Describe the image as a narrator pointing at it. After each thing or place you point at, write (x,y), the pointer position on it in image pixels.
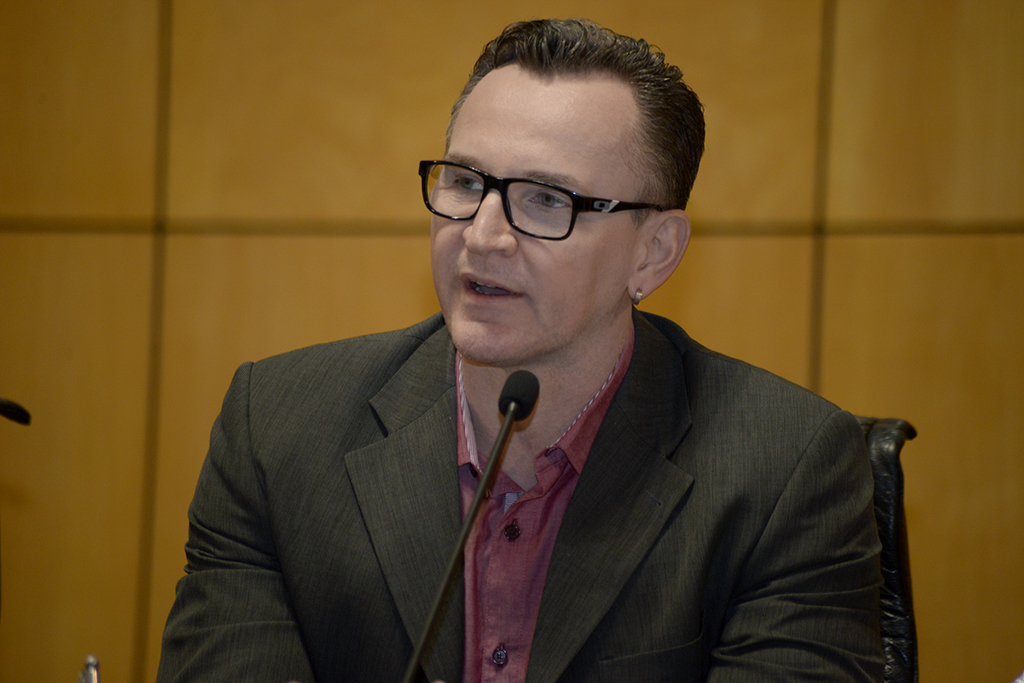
In this image, I can see a man (583,478) sitting. He wore a suit (595,511), shirt (531,540) and a spectacle (572,220). This is a mike (447,601). In the background (161,439), that looks like a wall (855,247).
